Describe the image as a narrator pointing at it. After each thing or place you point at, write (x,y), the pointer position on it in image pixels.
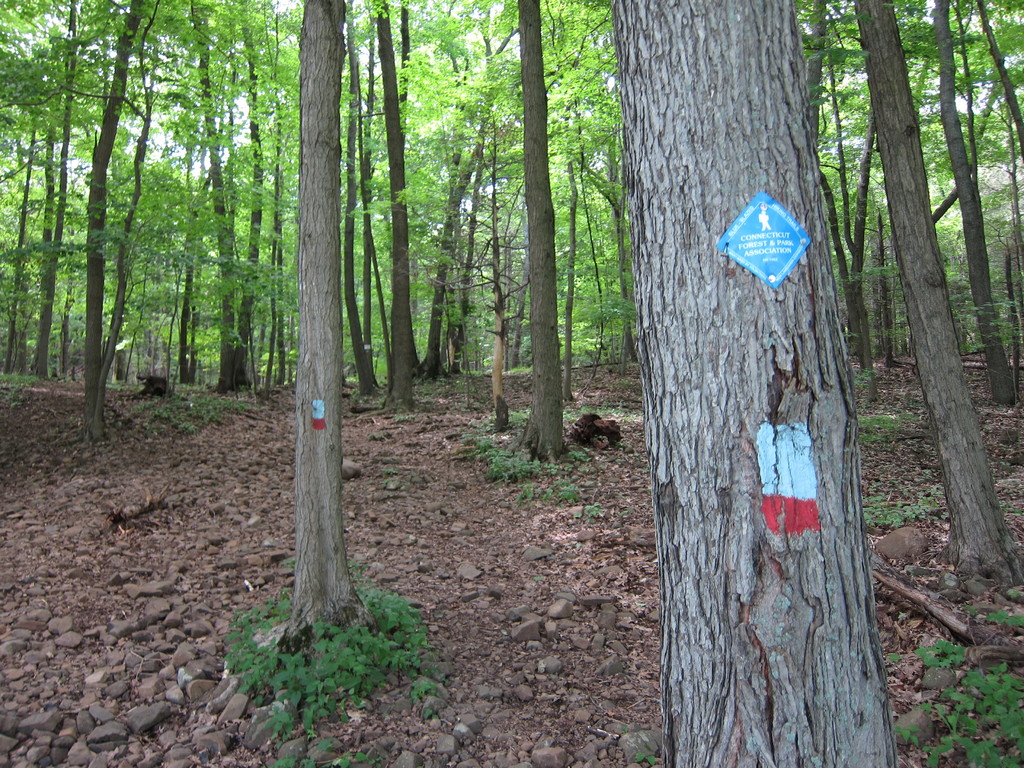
Here in this picture we can see plants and trees (406,297) covered all over there on the ground (454,591) and in the front (803,247) we can see sticker (746,250) present on the tree (702,344).
